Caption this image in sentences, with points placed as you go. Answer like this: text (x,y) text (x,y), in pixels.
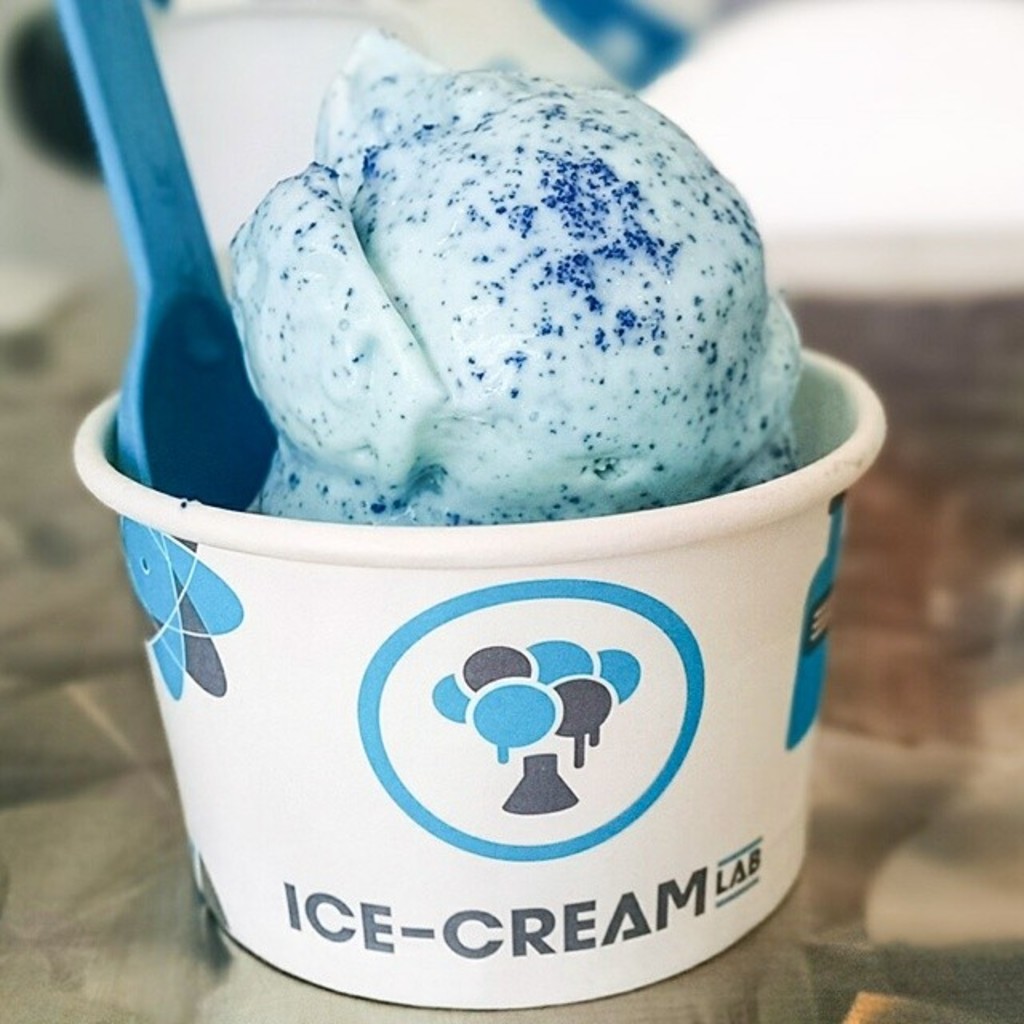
In the picture we can see a ice cream (679,438) on the table (1012,316) and we can see the cup (824,466), the cream ball (291,267), and a spoon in it. On the cup (810,466) it is written as ice-cream lab.
